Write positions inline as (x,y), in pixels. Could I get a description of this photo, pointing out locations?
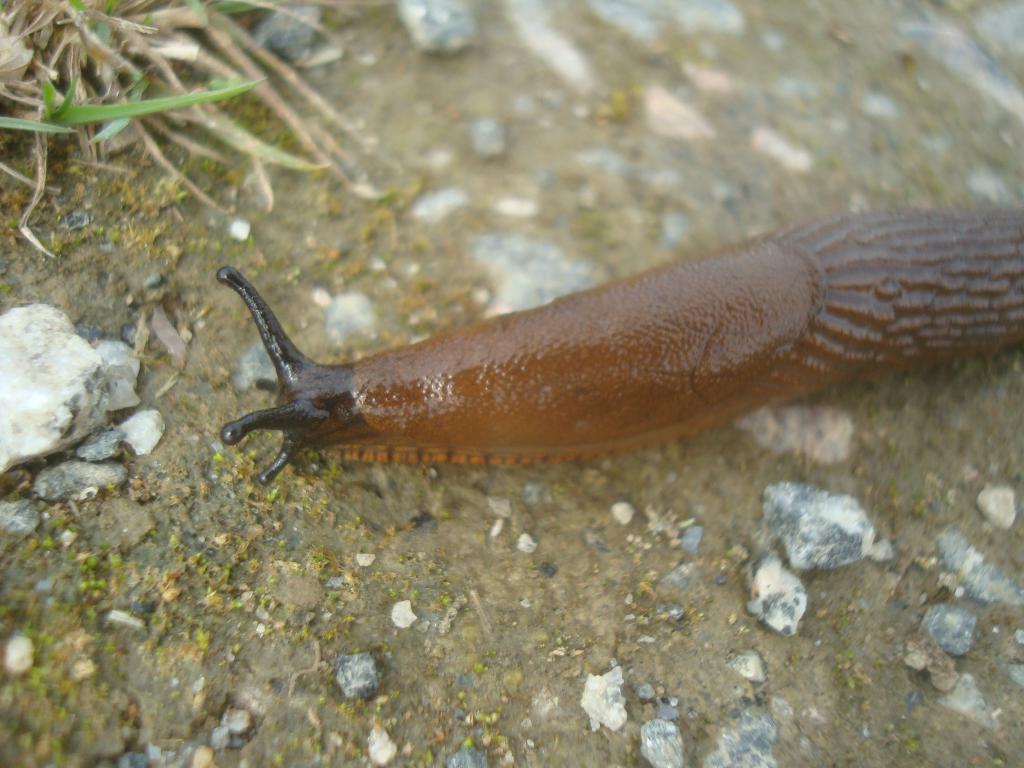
In the center of the image (510,363) we can see slug (389,412) on the ground (467,478).
